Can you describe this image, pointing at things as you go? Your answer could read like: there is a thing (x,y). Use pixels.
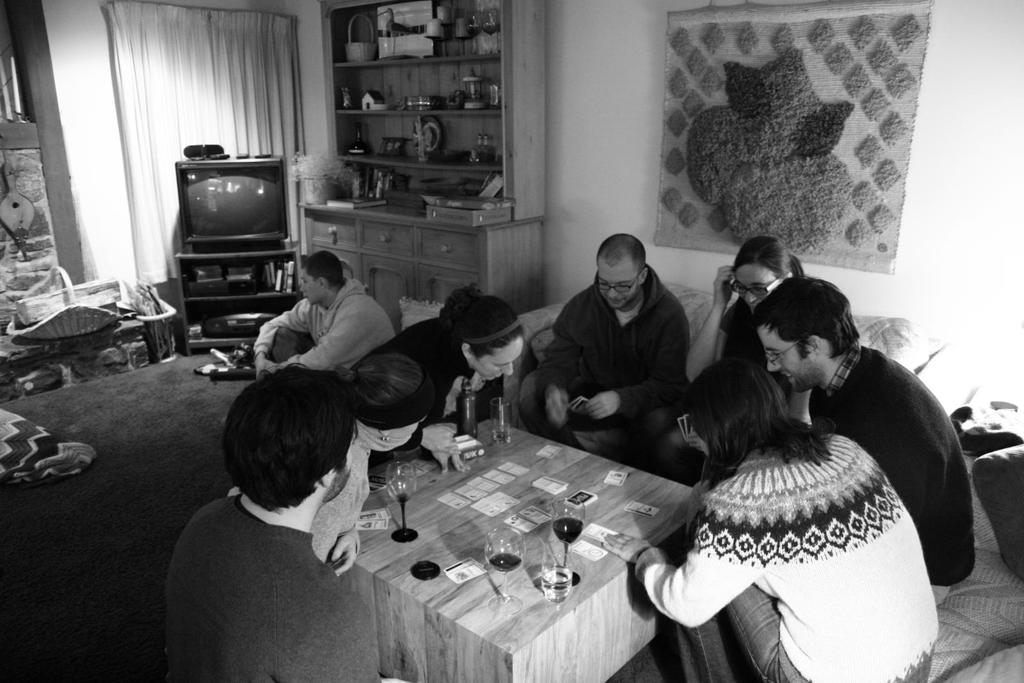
In this image I can see group of people (709,560) sitting. In front of them there are playing cards (526,513), bottle (471,413), glass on the table (491,522). In this room (171,267) there is a television (211,219), curtain (161,246) and some of the objects (438,208) are inside the cupboard (432,227). And there is something attached to the wall (946,204).
